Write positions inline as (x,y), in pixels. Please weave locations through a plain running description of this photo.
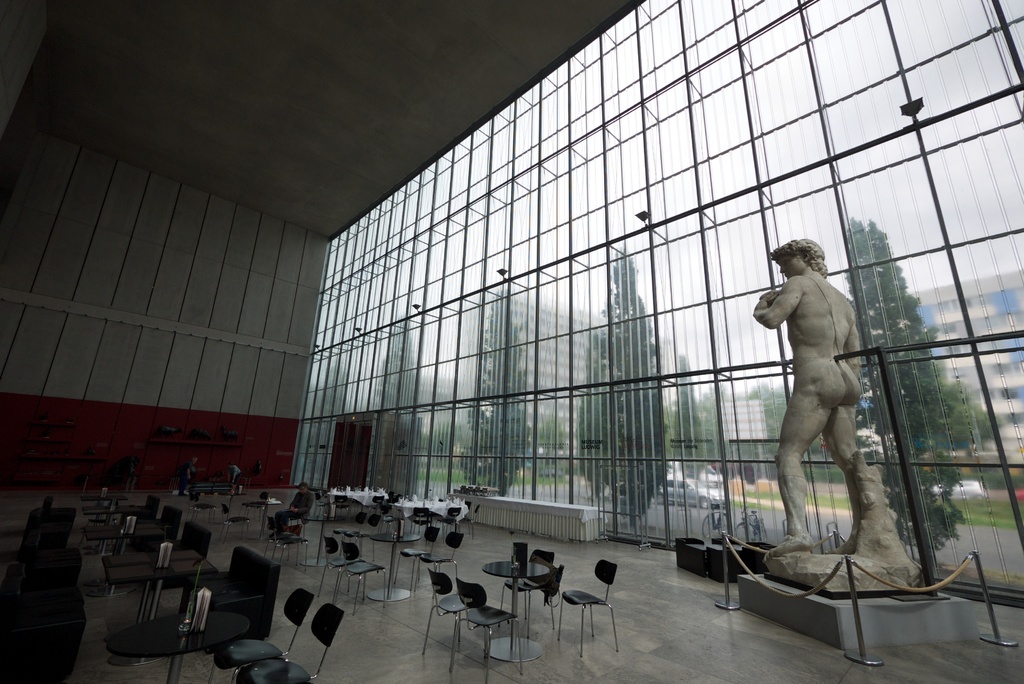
This is the picture of the interior of a building (413,325) and on the right side (771,590), we can see the statue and a fence (994,622) around it. We can see some tables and chairs (316,617) and there is a person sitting on a chair (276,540). We can see some trees (634,361) in front of the building (620,552) and there are some vehicles (720,495) on the road (691,518) and we can see some buildings (1010,422).
